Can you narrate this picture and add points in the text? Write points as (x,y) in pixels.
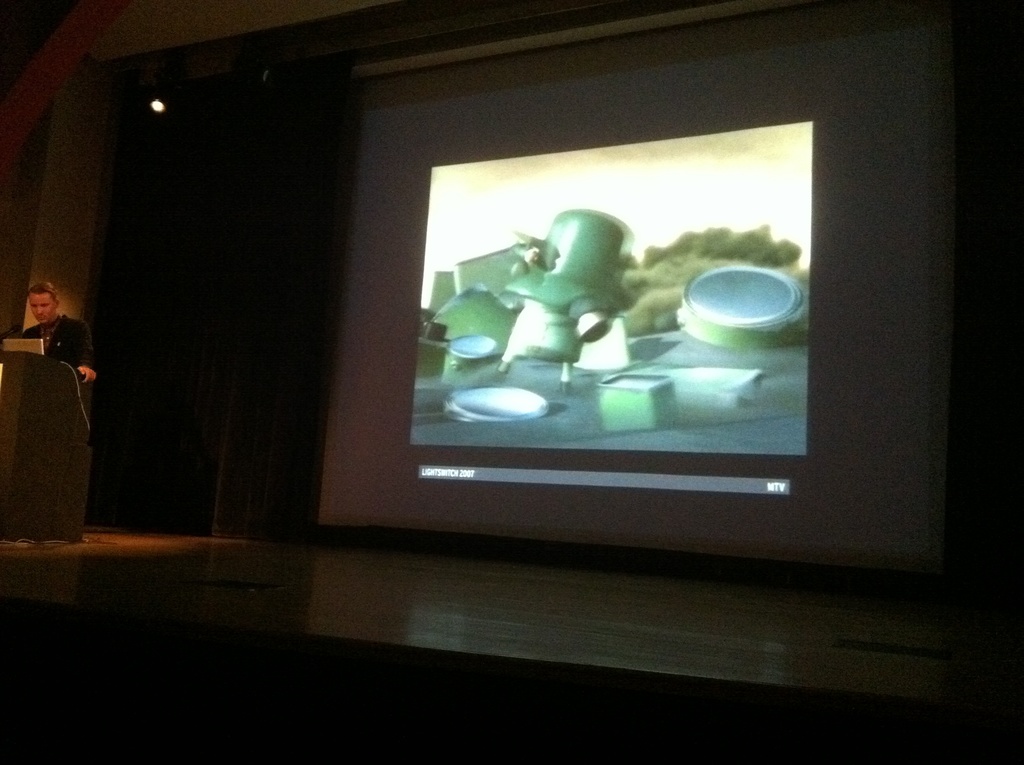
To the left side of the image (81,372) there is a person (54,314) standing near a podium (20,400). In the background of the image (425,323) there is a screen (686,327). At the bottom of the image (470,622) there is a platform (677,668).
